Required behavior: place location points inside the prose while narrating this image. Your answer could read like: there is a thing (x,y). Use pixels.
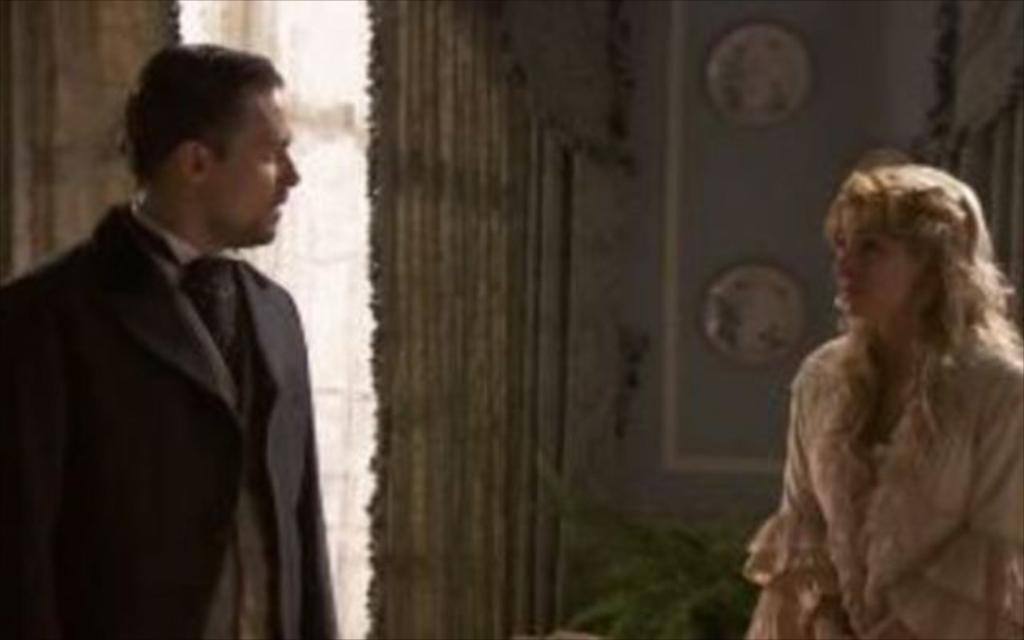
In this picture we can see a man (127,390), woman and in the background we can see a wall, plant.
